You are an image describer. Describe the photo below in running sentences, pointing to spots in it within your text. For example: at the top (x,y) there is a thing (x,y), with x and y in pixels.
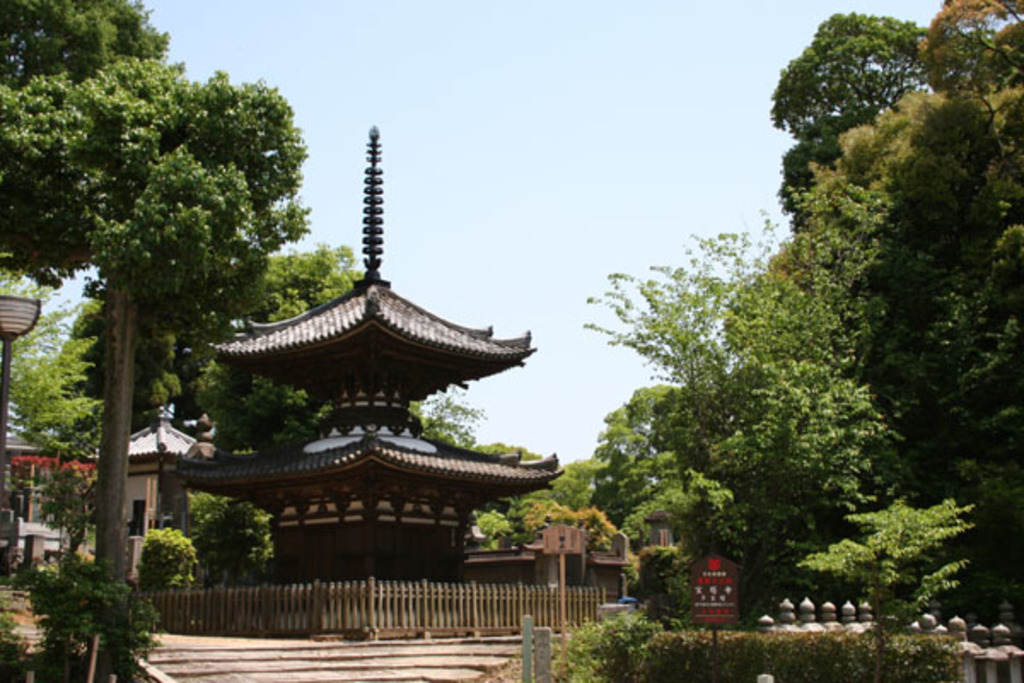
In this image in the center (343,444) there are some buildings (264,469), trees (818,482), fence (484,606), poles (7,380) and some boards (695,600). At the bottom (696,647) there are some plants (688,647), at the top of the image (550,109) there is sky (551,279).
